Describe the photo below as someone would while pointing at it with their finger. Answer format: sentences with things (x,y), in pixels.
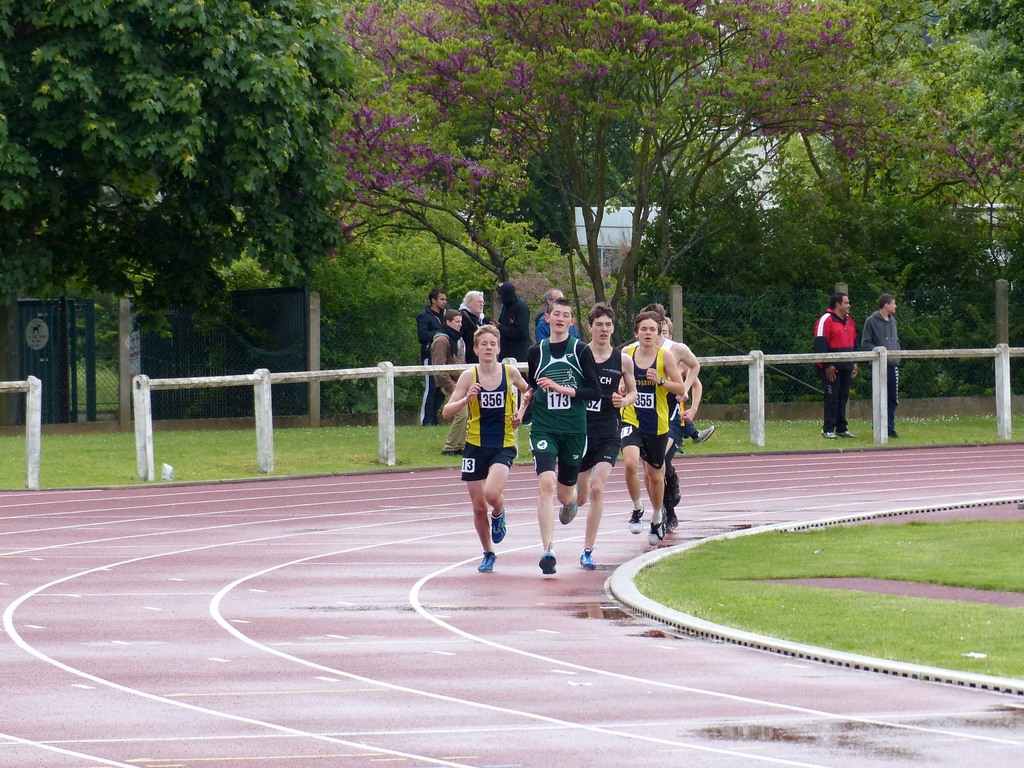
In this image there are people (547,474) running on the playground (429,575), having painted lines (4,555). There is a fence (142,449) on the grassland (397,435). Few people (440,327) are standing on the grassland (376,438). Background (961,315) there are trees (717,385). Behind there is a building (629,236). Left side (53,354) there is a fence (134,356). Right side (1008,645) there's grass (945,579) on the land (942,568).
